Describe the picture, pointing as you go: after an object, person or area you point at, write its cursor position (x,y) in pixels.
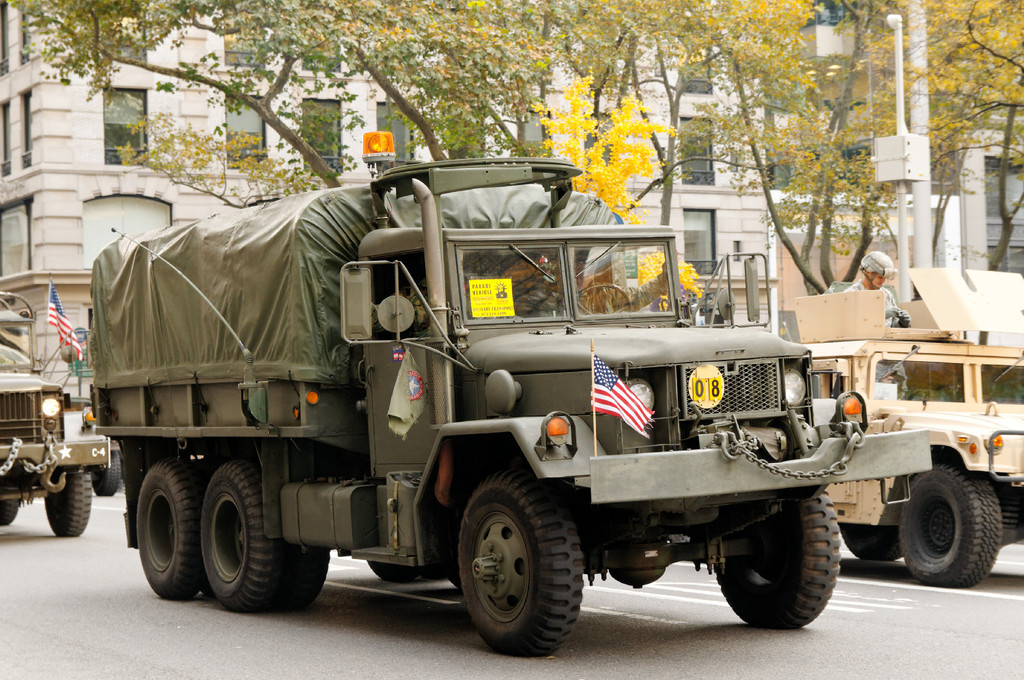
In this picture we can see vehicles (502,485) on the road (884,642), here we can see flags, person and in the background (20,166) we can see buildings (734,172), trees (673,122).
